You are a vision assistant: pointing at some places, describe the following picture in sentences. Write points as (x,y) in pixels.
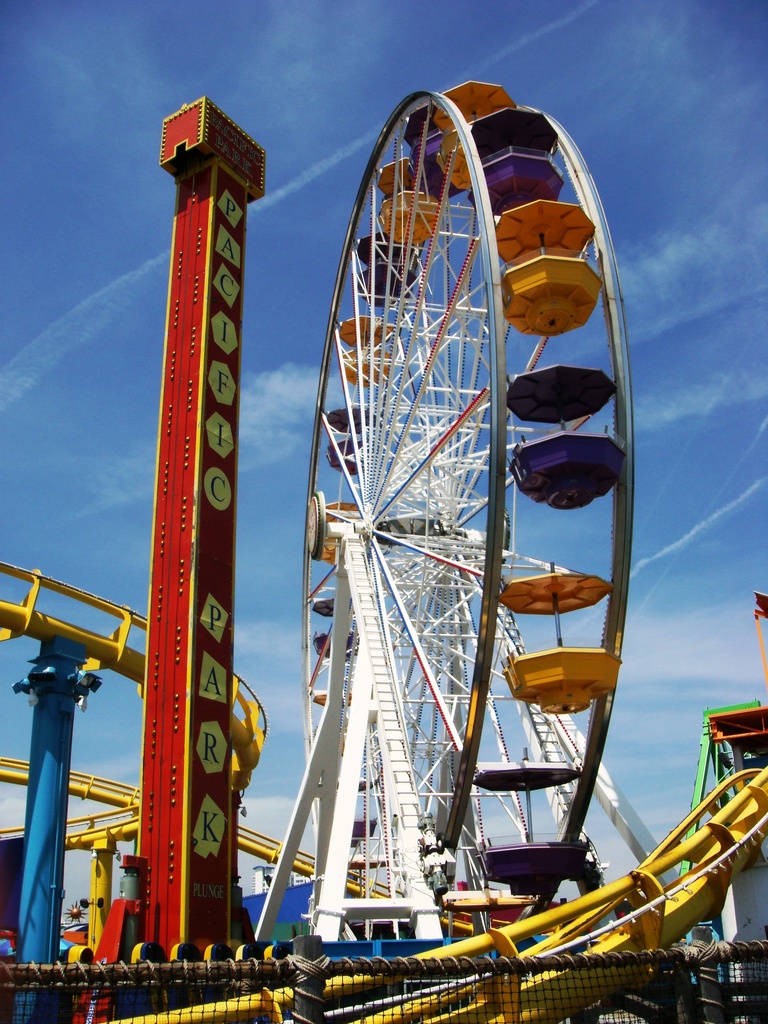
In this picture I can see a giant wheel (441,485) and other few rides (42,959). I can also see a red color pole (219,534) in the middle of this picture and I see something is written on it. In the background (116,551) I can see the clear sky (652,8). On the bottom of this picture (413,1007) I can see the fencing (606,983).
